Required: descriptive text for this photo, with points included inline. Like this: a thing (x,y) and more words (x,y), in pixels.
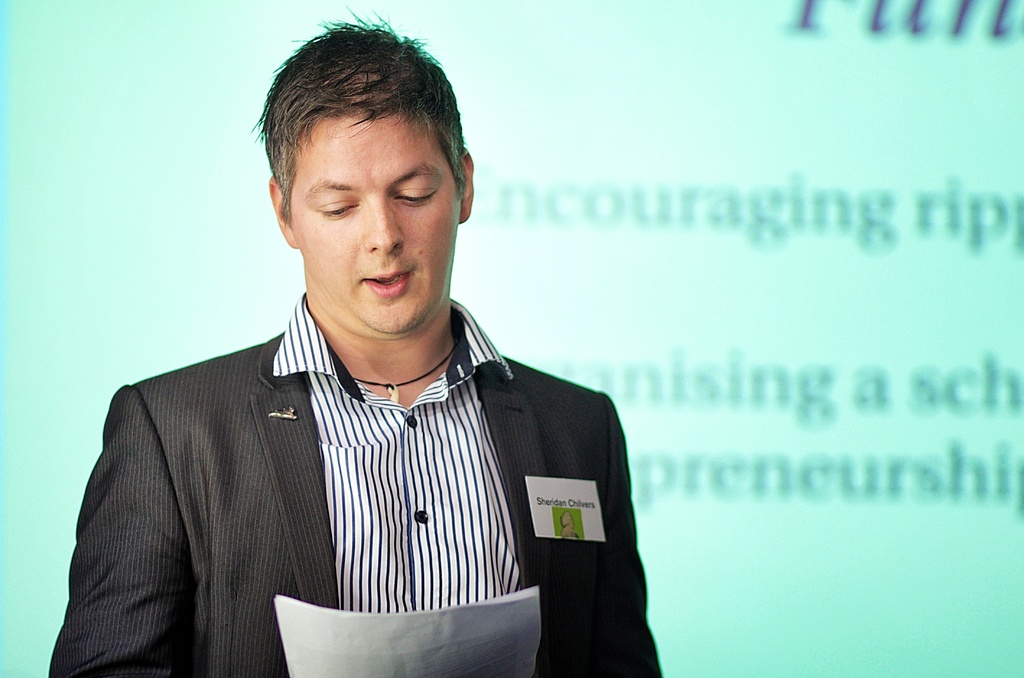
In this image, we can see a person (416,440) and papers (449,655). Background (728,634) there is a screen (722,482). On the screen (759,455), we can see some text (829,411).
